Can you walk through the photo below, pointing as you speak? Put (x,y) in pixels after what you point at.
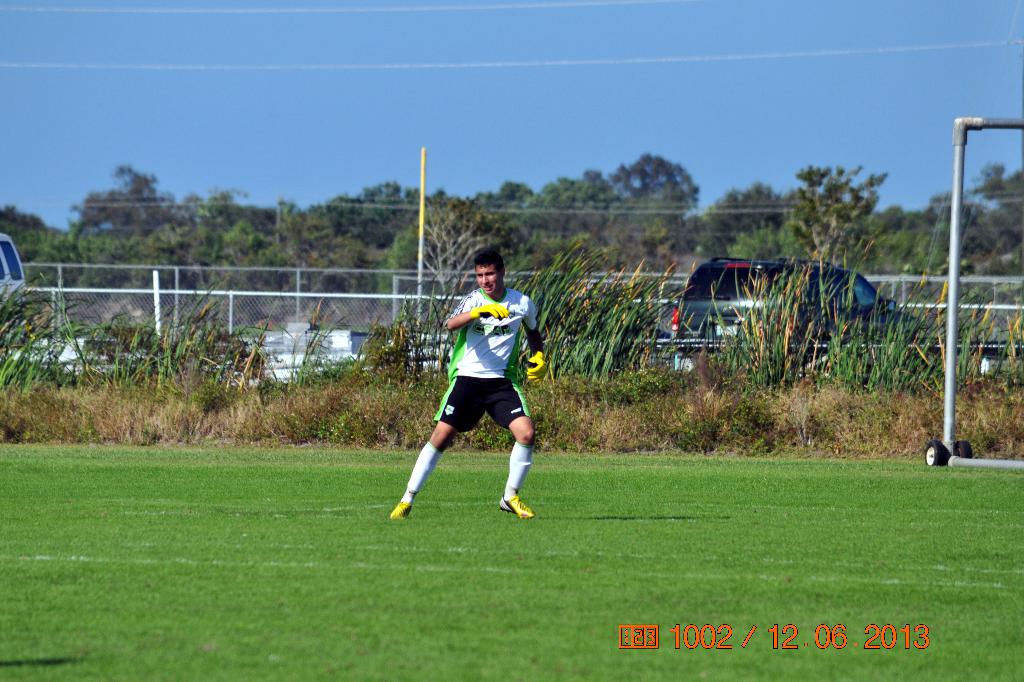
At the center of the image (496,348) there is a person (526,417) standing on the surface of the grass (375,561). On the right side (949,281) there is an iron structure (951,388), behind the person (531,333) there is a grass (541,324) and two vehicles (742,274) moving on the road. In the background (360,290) there is a railing (388,291), trees (498,245) and a sky (488,109).
